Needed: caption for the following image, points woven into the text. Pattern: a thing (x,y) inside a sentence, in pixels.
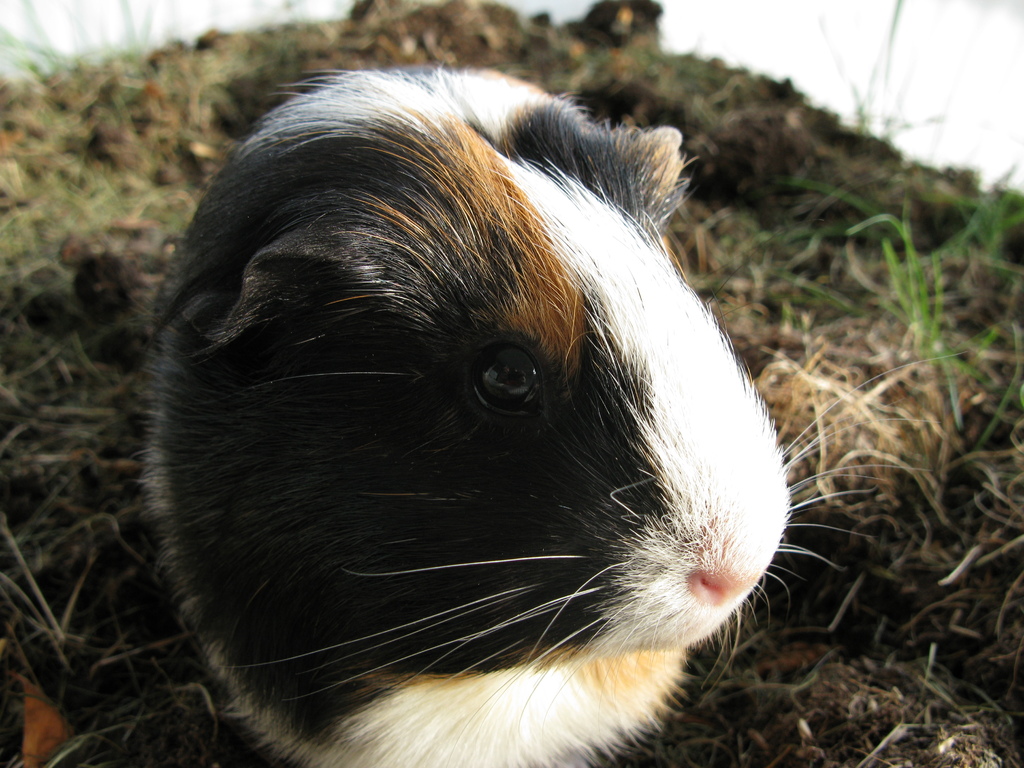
In this image in the front (428,338) there is an animal (432,438) and there is dry grass (797,444) on the ground (739,315).
